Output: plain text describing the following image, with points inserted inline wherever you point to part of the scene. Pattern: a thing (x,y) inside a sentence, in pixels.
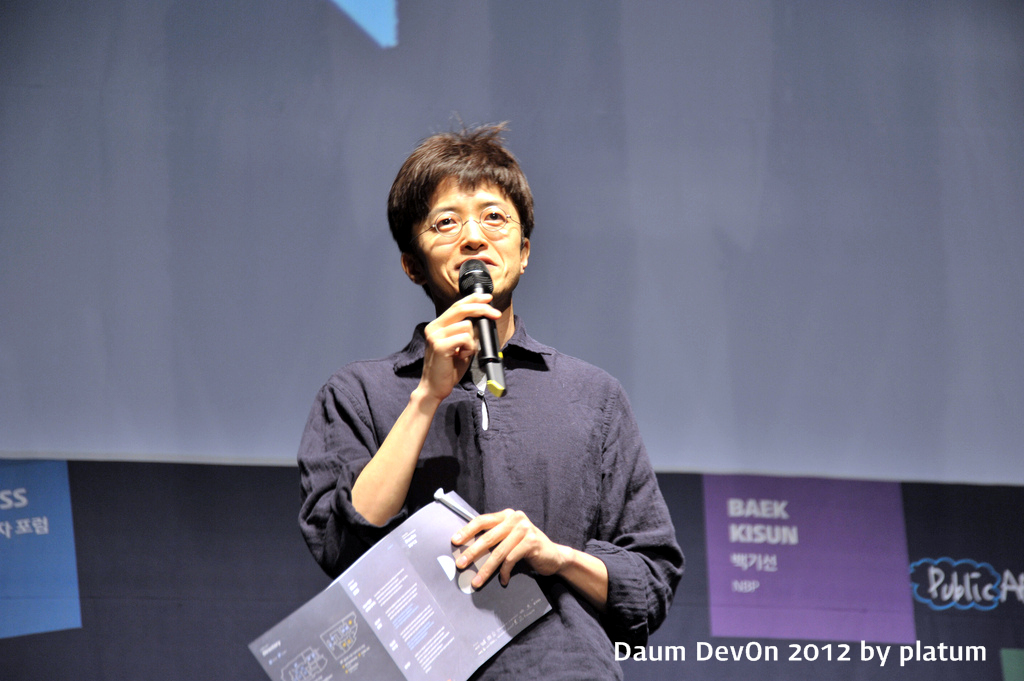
In the center of the image (486,313), we can see a person (431,337) wearing glasses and holding papers (430,536) and a mic (474,325). In the background (751,525), there are posters (65,473) with some text (735,505) and there is a white sheet (758,355). At the bottom (802,664), there is some text (724,649).
